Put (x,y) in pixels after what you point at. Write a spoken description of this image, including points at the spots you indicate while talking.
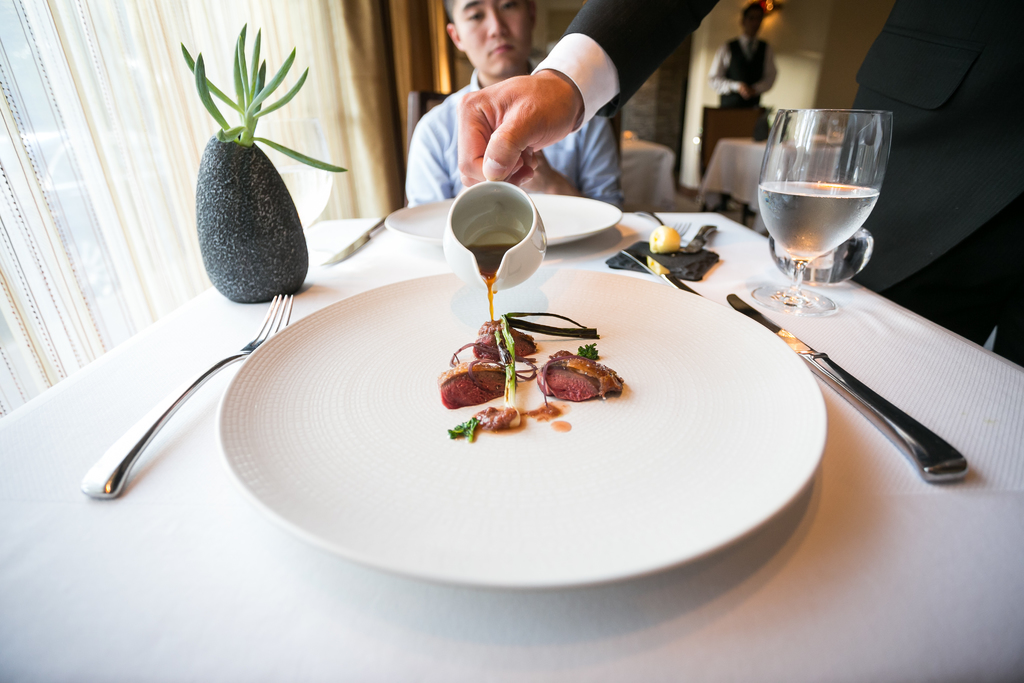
There is a table (320,296). There is a plate (341,460), fork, glass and food item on a table (721,271). He is sitting in a chair (439,98). We can see in the background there is a wall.
